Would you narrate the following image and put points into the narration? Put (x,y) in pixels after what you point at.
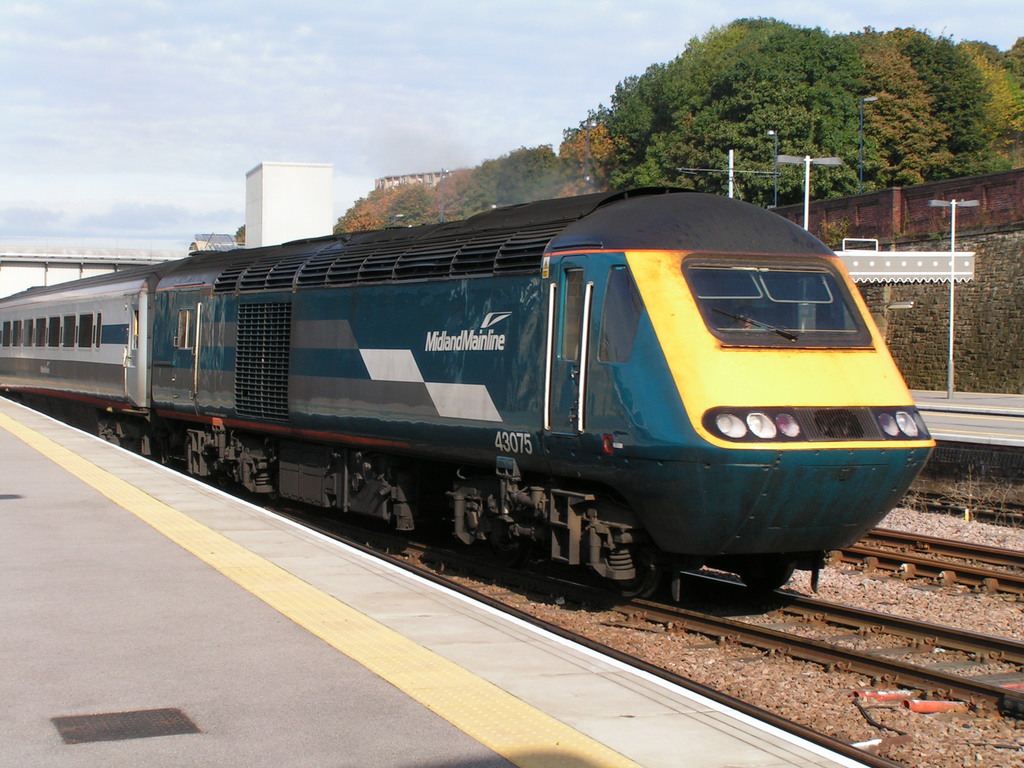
This image is taken in the railway station (395,674). In this image we can see the train (723,445) on the track (798,603). We can also see the path (420,745), poles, wall (929,209), pillar (291,215) and also the trees (689,131). Sky (477,124) is also visible with some clouds (178,161).
